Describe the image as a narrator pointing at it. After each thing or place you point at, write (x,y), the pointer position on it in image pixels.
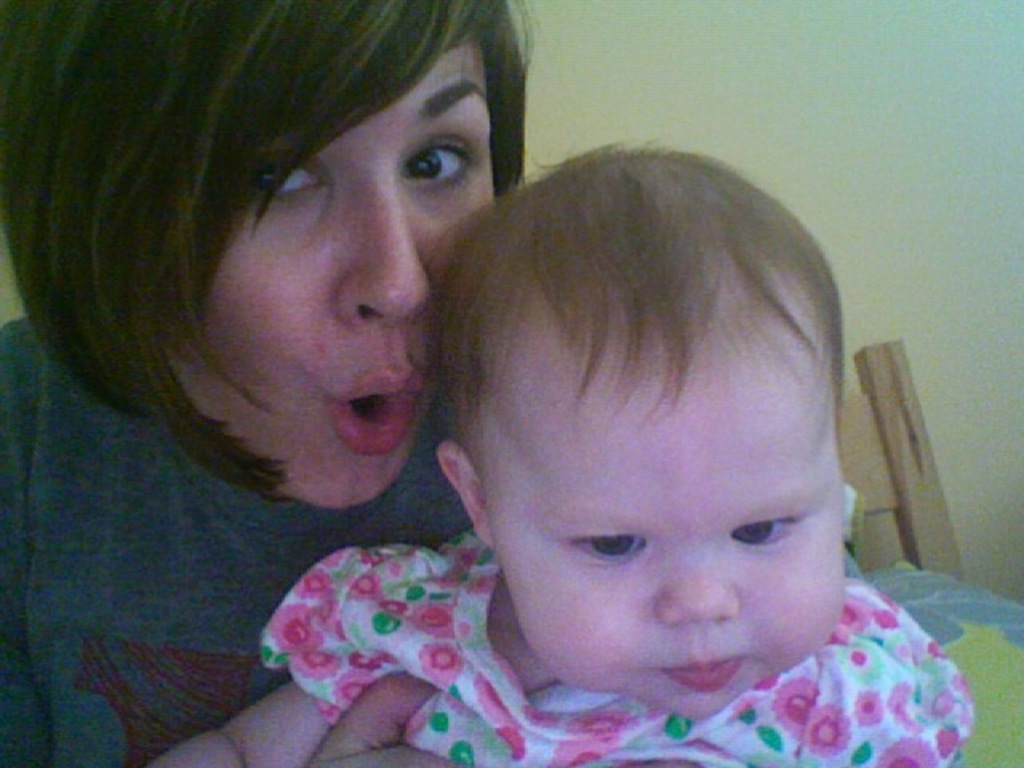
In this image I can see a woman (77,302) and a child (928,760). I can see she is wearing grey t shirt (176,663) and I can see this child (509,643) is wearing white dress (823,684).
